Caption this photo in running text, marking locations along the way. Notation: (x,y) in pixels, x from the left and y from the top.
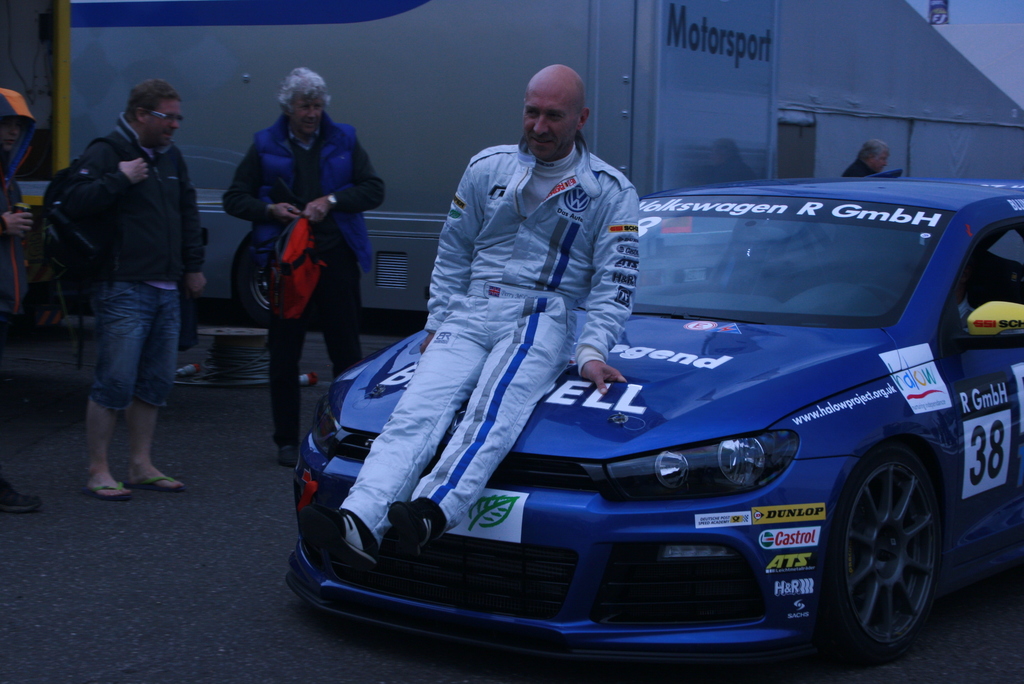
In this image in the middle (486,293) a man (486,293) wearing white dress (566,342) is sitting on a car (725,312). In the left (328,207) there are three person (297,210). In the background (208,192) there is building (643,52).
